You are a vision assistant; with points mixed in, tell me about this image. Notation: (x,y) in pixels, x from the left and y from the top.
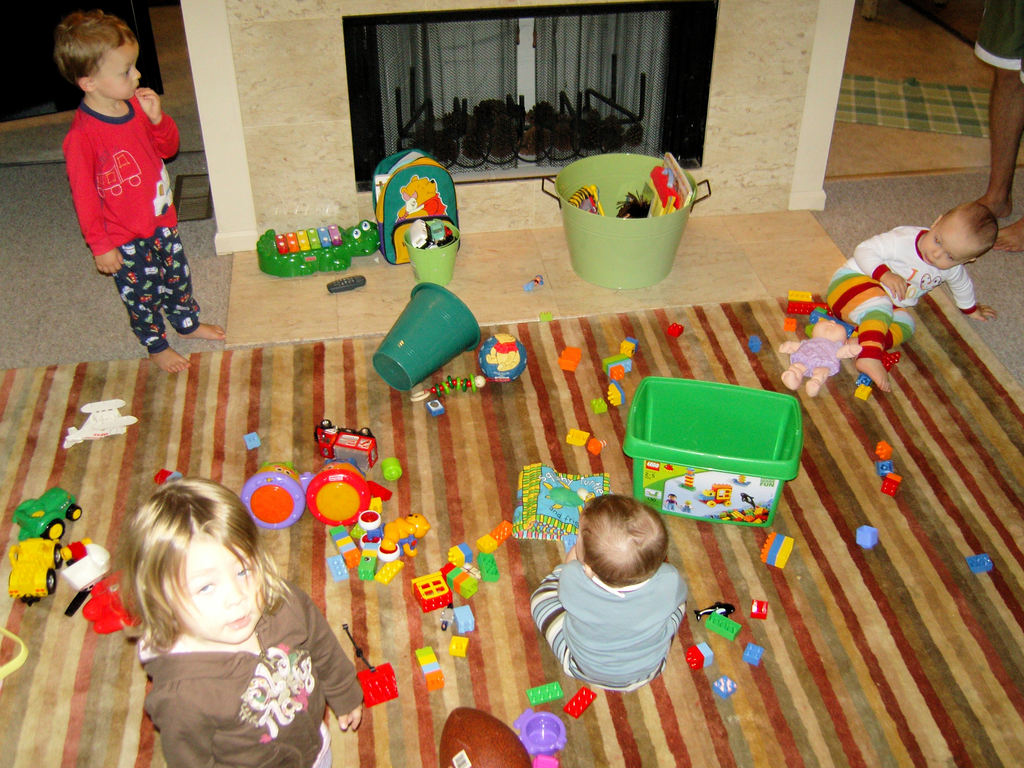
In this image there are kids (141,303) standing and sitting. On the right side (1007,78) there is a person (1016,72) standing and on the ground (291,308) there are toys (420,224), there are buckets (411,250) and there is an object (549,92) which is black in colour on the wall (287,223) and on the ground (932,143) there is a mat (921,124) at the top right of the image (892,107).
